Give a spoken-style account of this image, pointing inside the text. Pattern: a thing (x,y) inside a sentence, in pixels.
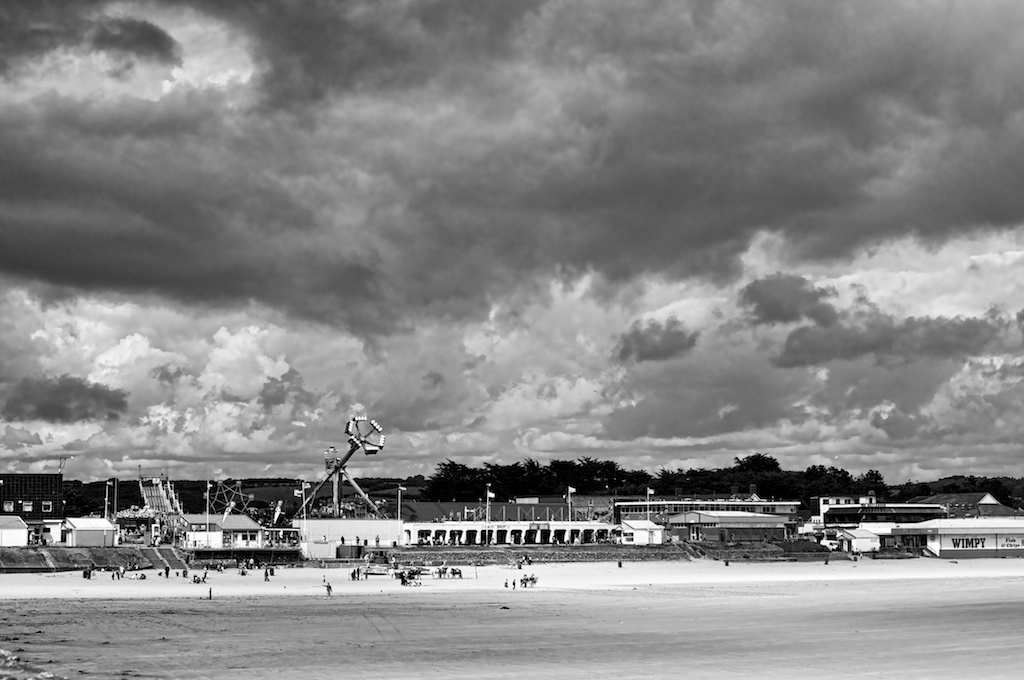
This is a black and white picture, there are many people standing and walking on the land (616,577) and behind there are many buildings (649,538) all over the place and it seems to be a carnival (327,472) in the middle (373,424), over the background (605,465) there are trees (592,474) and above its sky (738,282) with clouds (732,275).
